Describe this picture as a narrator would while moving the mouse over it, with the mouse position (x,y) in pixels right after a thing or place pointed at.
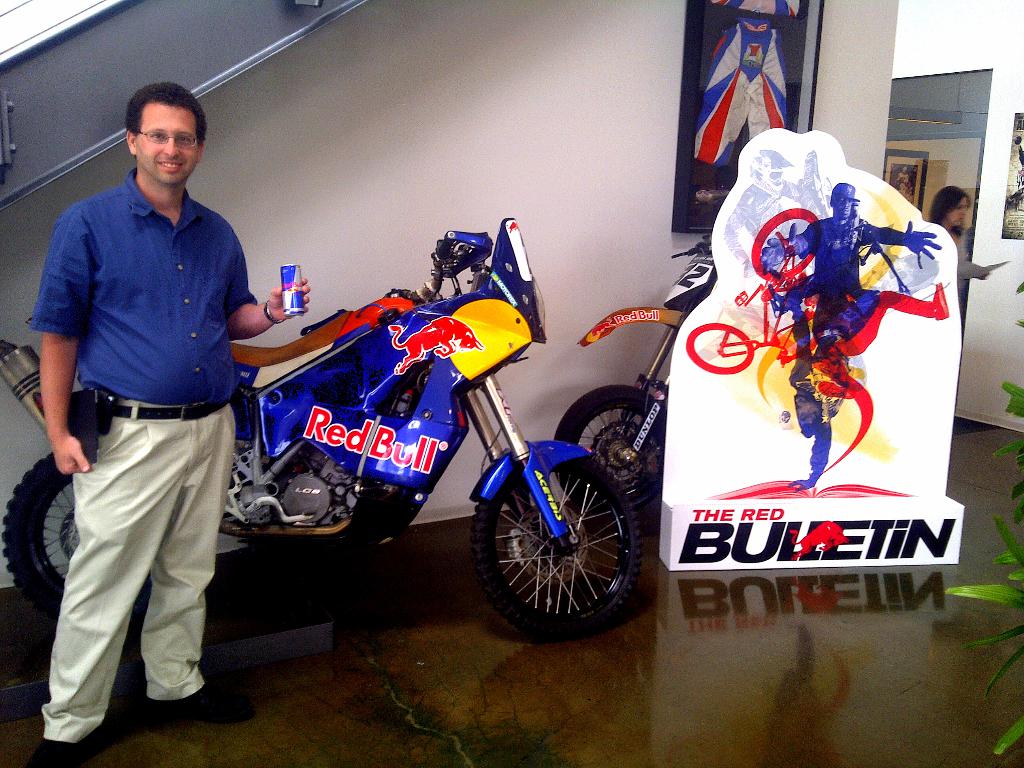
In this picture there is a person (97,671) standing and smiling and he is holding the tin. There are motorbikes (326,390) and there is a hoarding (804,553). There is a person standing behind the hoarding (877,529). There are frames (1009,157) on the wall (839,80). On the right side of the image (998,518) there is a plant (1015,604). At the back (56,157) there is a staircase (267,3). At the bottom (388,734) there is a floor (479,733).
